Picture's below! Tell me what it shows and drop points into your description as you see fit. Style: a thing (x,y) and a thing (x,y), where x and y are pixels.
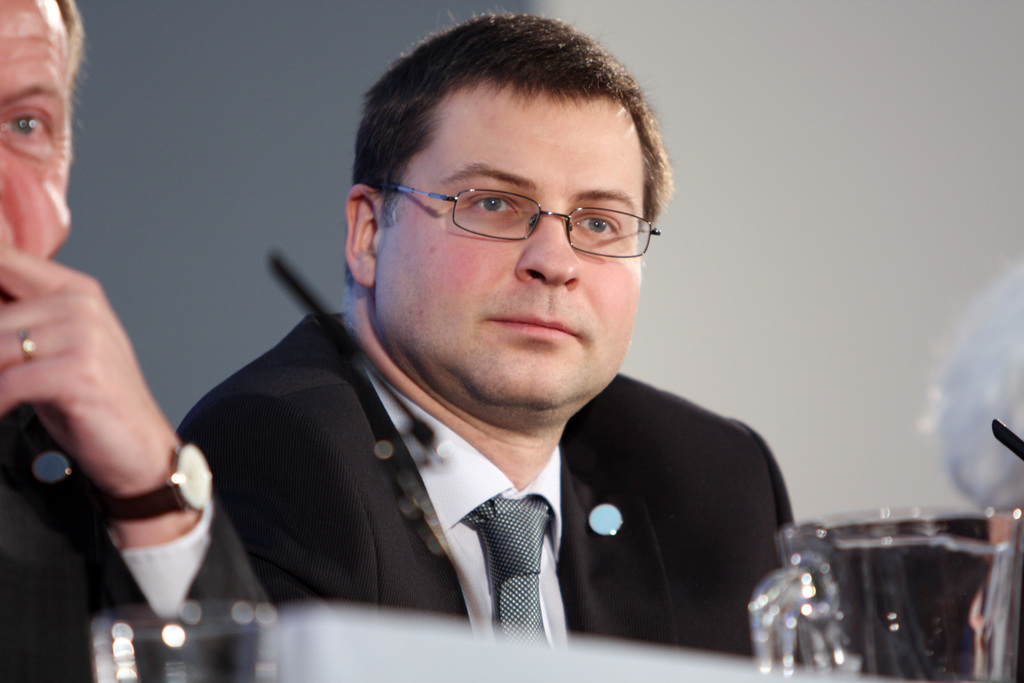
In this picture there is a man (548,515) who is wearing suit (460,595). He is sitting near to the table (587,658). On the table (587,672) we can see water glass (976,600), mic (1012,449) and papers (761,679). on the left (23,228) there is a man (106,360) who is wearing black dress (6,527) and watch (182,512). In the back (746,263) we can see grey color wall (734,254).
